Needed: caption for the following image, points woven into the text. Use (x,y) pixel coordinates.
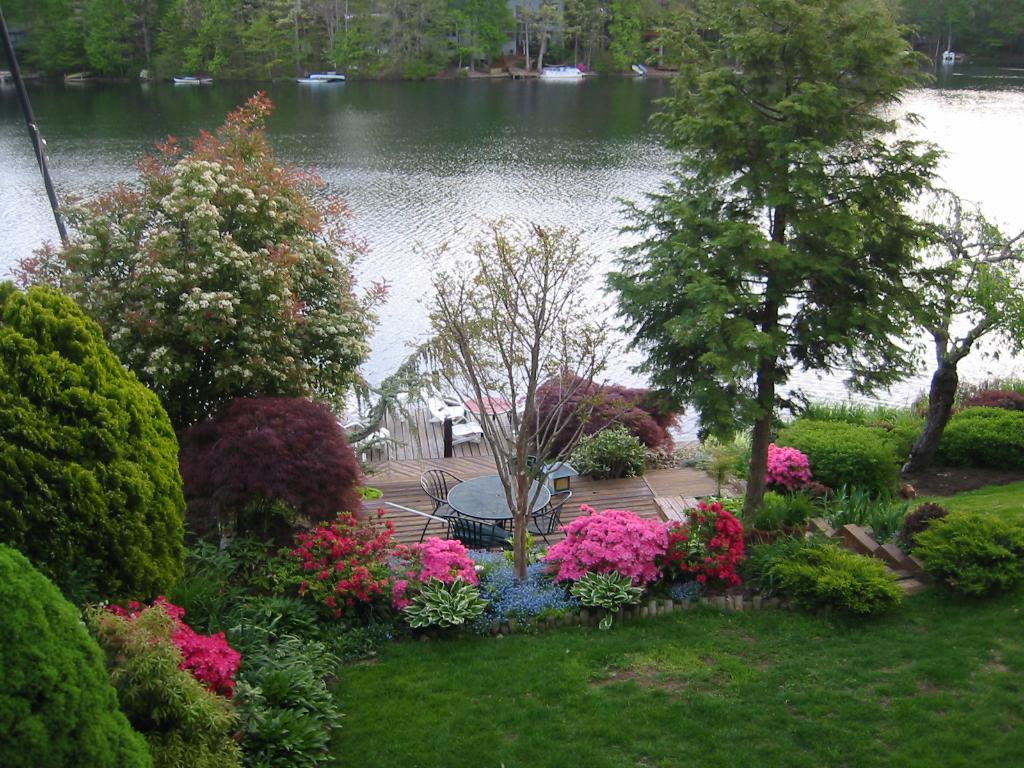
In this image we can see table (493,505), chairs (455,528), grass (542,740), wooden flooring (402,496), plants (418,575), trees (864,271), river (495,182) and boats (311,78).
